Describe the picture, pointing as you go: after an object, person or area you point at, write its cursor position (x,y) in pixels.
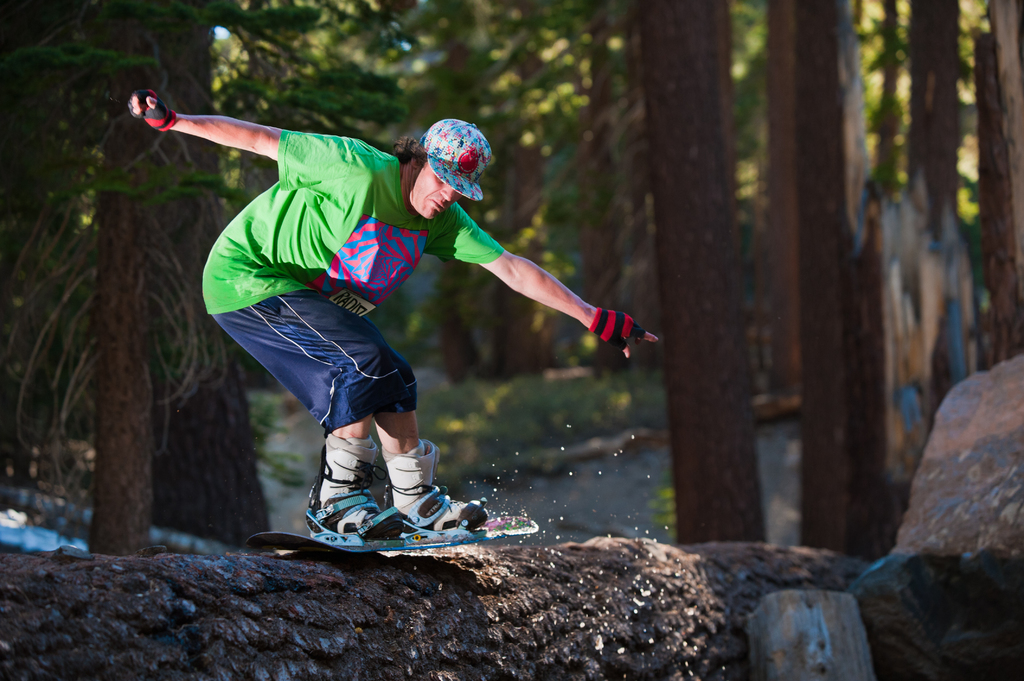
In this picture we can see a person (250,206) wore a cap (490,155), gloves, shoes (341,482) and riding with a snowboard (514,520) on a log (553,549) and in the background (176,16) we can see trees (710,331).
